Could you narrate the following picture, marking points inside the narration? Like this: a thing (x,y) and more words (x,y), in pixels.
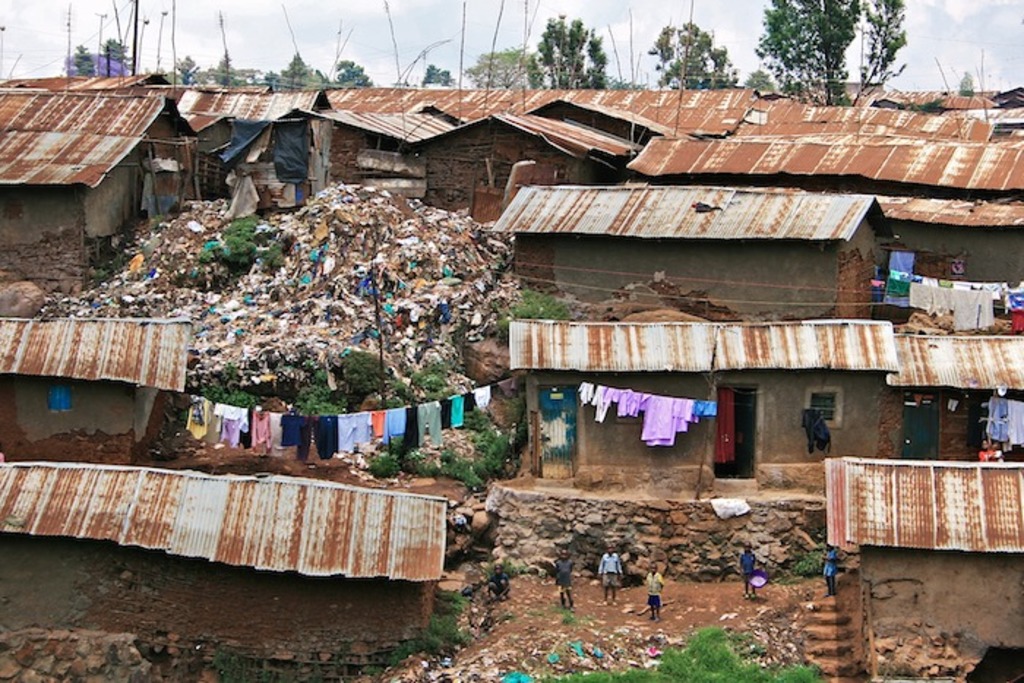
These are the houses (500,144) with the roofs (952,168). I can see the clothes (192,419) hanging to the rope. There are few people (825,554) standing. This looks like a garbage (360,286). I can see the trees (552,69) and plants (712,658).
